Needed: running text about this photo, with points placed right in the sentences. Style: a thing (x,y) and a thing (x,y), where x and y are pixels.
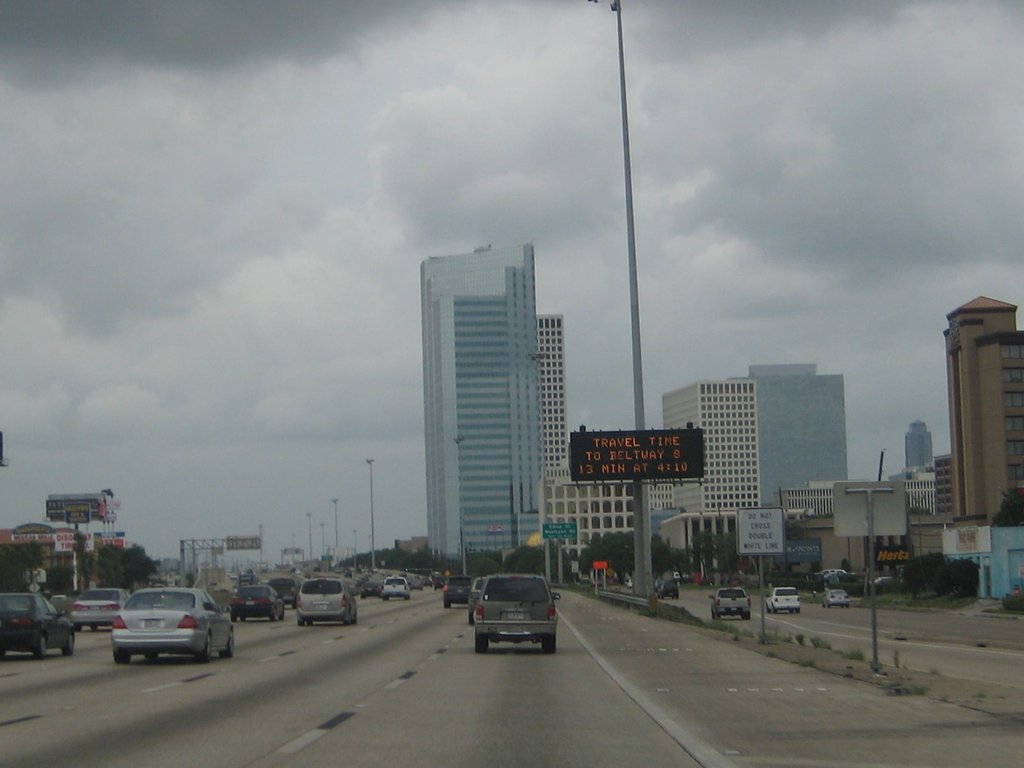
In this picture we can observe some cars (485,628) on the road (653,689). We can observe a LED screen (647,457) fixed to the pole (636,369). In the background (511,397) there some buildings (723,468) and trees (489,565). We can observe a sky (427,223) with some clouds (473,176).
